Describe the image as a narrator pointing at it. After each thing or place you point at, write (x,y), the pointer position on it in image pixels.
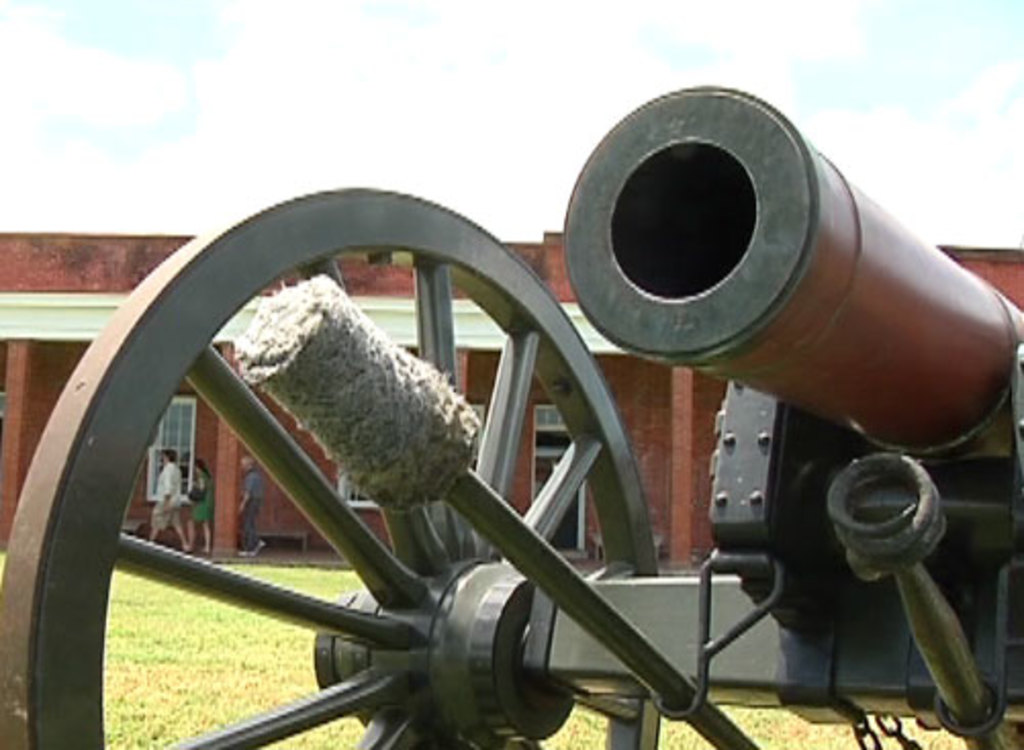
In this image we can see a cannon (828,320) which is brown in color and in the background of the image (199,504) we can see some group of persons (246,528) walking through the floor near the house (5,386) which is in red color and top of the image (234,123) there is cloudy sky (234,123).
